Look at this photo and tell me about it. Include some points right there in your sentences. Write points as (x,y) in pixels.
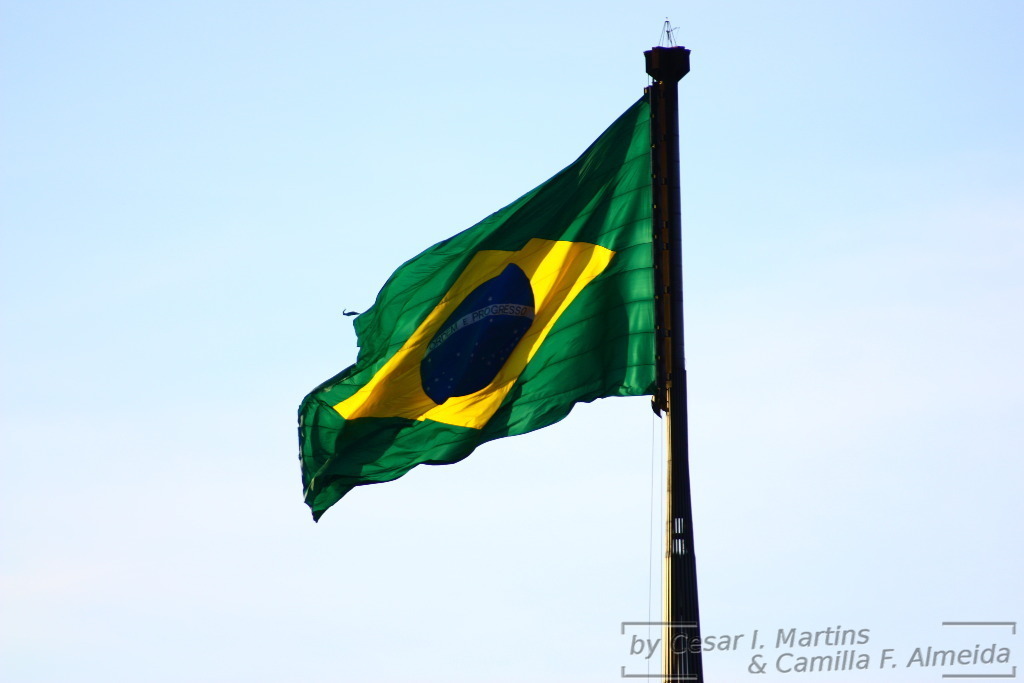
In this image, we can see a green flag (505,287), in the background (159,620), we can see the sky (651,615).
